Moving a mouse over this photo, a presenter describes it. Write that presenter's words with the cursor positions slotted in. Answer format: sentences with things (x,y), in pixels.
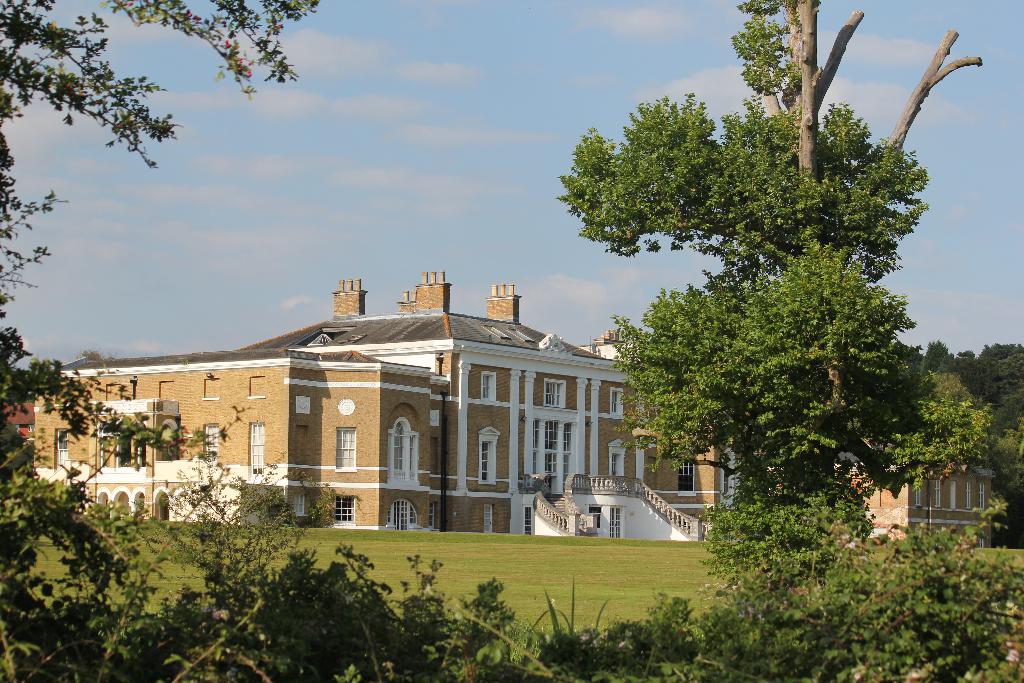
In this picture there is a building (503,382). At the bottom (825,658) we can see plants (646,674) and trees (815,669). At the top (330,106) we can see sky (508,85) and clouds (357,170). In front of the building (608,500) we can see stairs (562,499) and grass (557,554). On the building (433,356) we can see windows (533,463), doors (533,463), glass (412,447) and ventilation (403,309).
